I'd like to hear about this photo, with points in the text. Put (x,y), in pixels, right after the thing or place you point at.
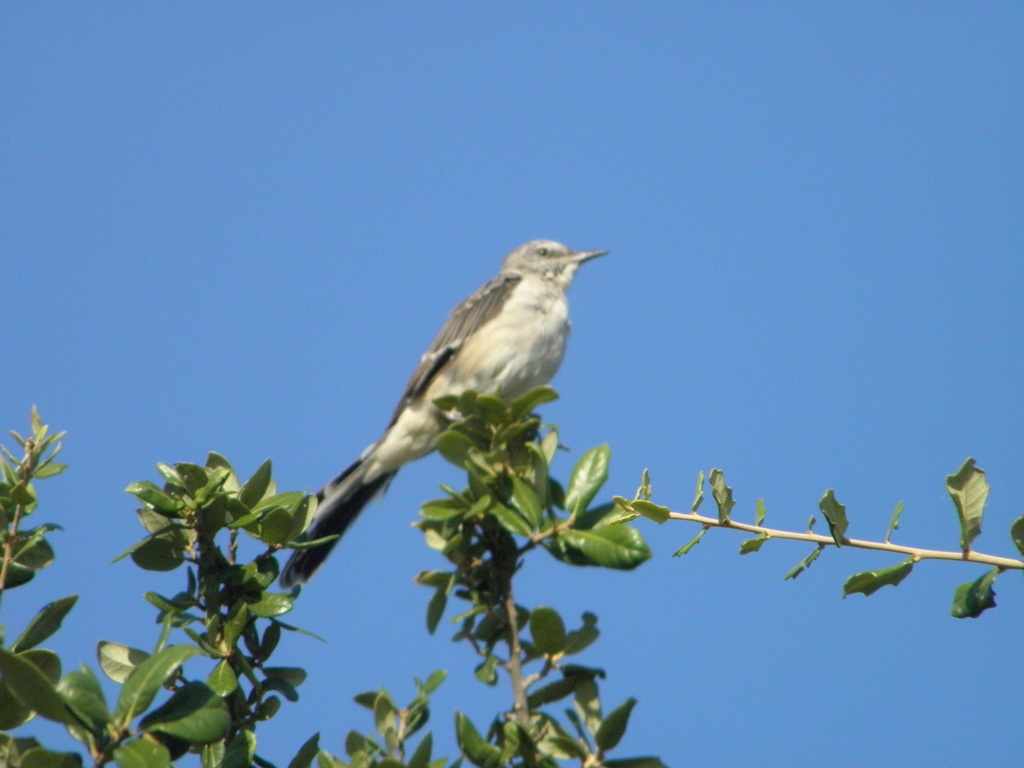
In this picture I can see a bird (551,260) and I can see few plants (568,540) at the bottom (180,533) and a blue sky (42,319) in the background (400,220).
